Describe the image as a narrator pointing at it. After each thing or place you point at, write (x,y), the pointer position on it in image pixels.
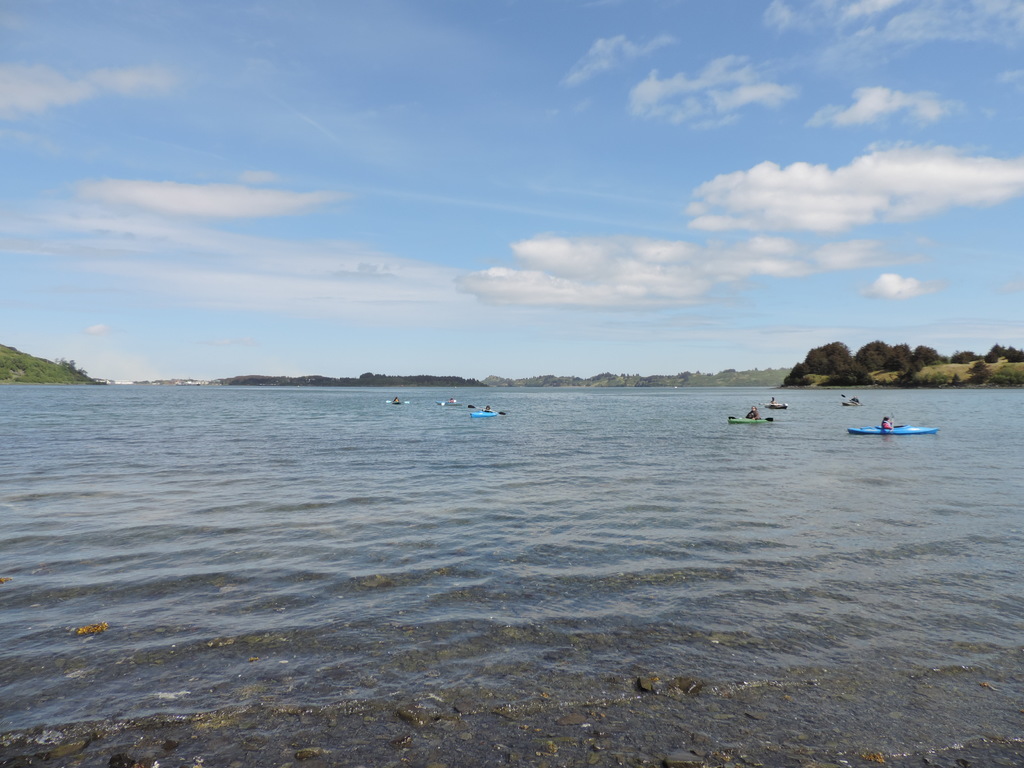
In the center of the image (453,258) we can see the sky (972,234), clouds (773,214), trees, water (682,456) boats (918,432) and a few other objects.
